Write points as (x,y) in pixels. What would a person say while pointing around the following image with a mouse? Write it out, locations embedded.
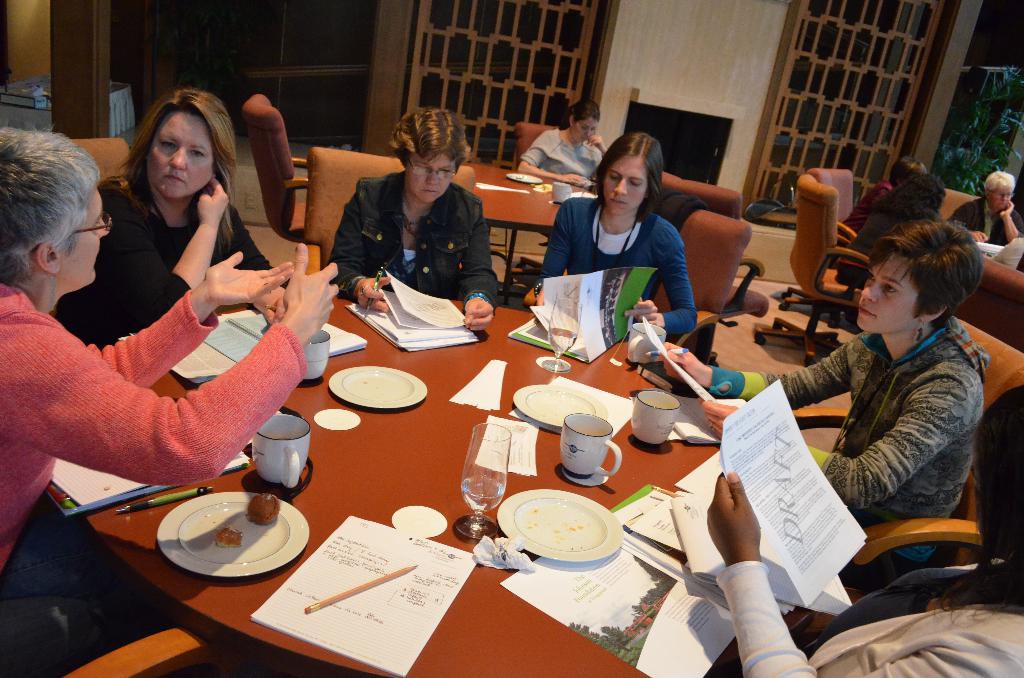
There is a group of people (716,384). They are sitting on a chairs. There is a table (357,513). There is a plate (562,520), pen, glass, cup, saucer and food item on a table (491,338). We can see in background (843,104) windows (860,98), trees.
